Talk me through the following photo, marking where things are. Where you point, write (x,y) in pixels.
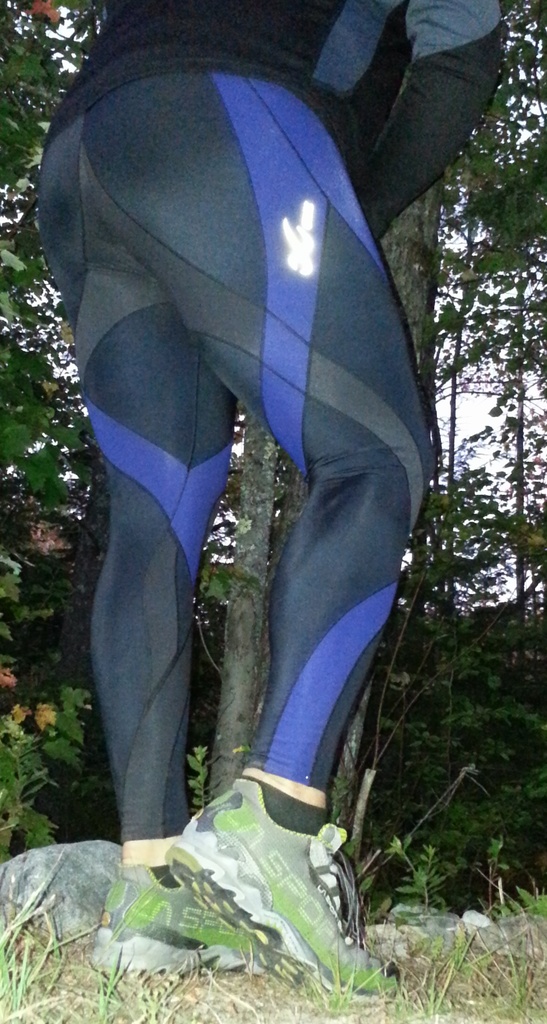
In this image, we can see a person (265,309) and in the background (268,487), there are trees (22,107) and we can see some rocks (67,871).
